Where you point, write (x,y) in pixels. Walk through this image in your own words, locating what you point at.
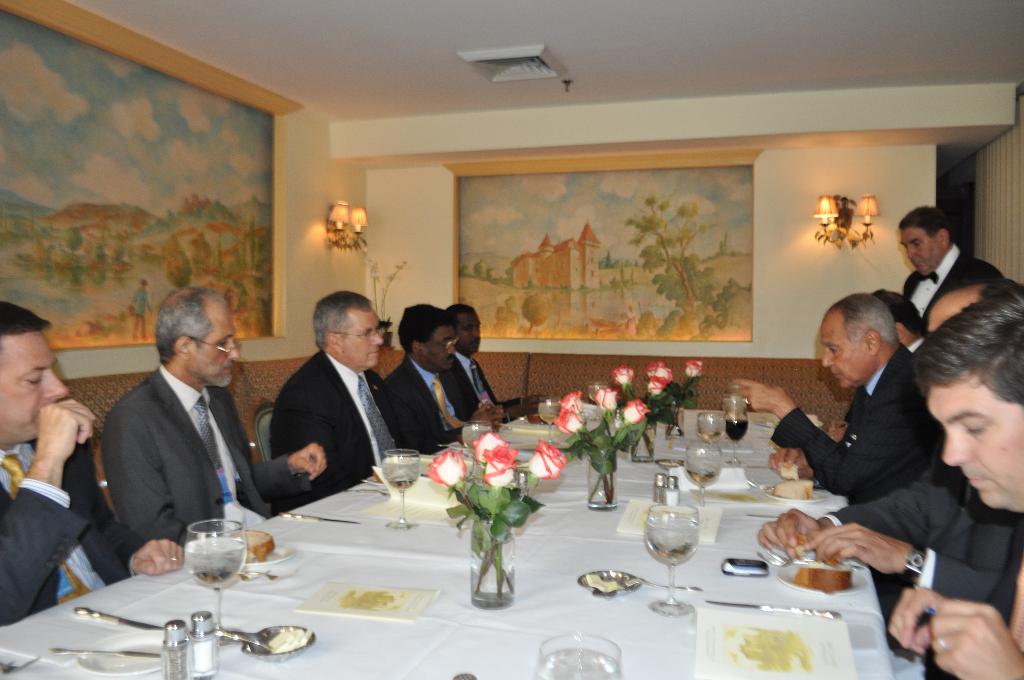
In this image I can see group of people (294,430) sitting on the chairs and one person (922,259) is standing. In front of them there is a glass (663,550), flower vase (466,510), spoons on the table (532,608). To the wall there is a painting (595,252) of trees (680,253), house (549,262), water (599,297), and the cloudy sky (604,190) and also the lamp (827,231) attached to the wall (794,159).
